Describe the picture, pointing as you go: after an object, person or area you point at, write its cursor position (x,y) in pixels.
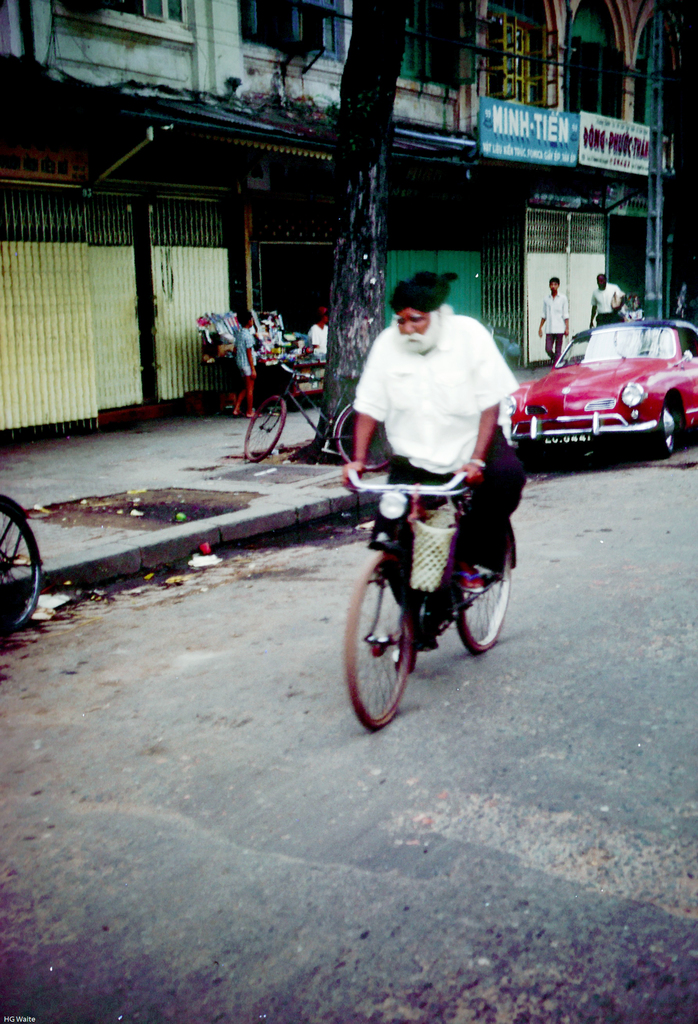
A man (421,417) wearing a white shirt (439,371) and turban (432,294) is riding a cycle (408,600) on a road (371,736). There is a car (598,393) parked on the side of the road (585,455). On the sidewalk (197,433) there is a cycle (286,403), tree (381,239), and two persons (551,295) are walking. And there are some buildings (189,198) near to the sidewalks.
